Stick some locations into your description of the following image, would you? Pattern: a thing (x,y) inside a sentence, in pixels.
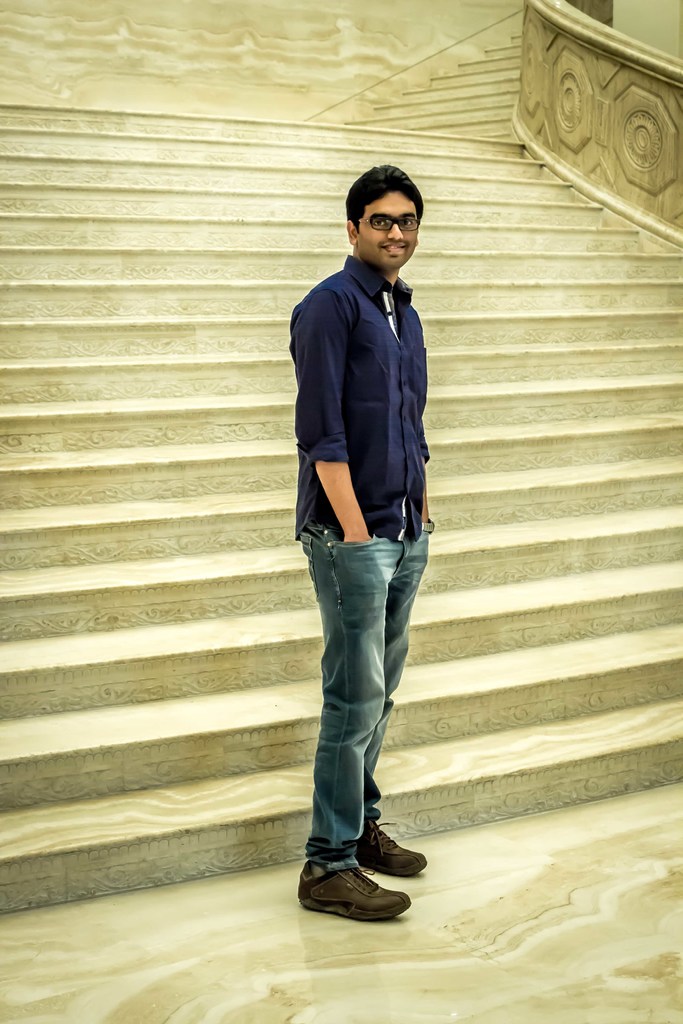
In the middle of the image (405,510) we can see a man (389,433), he is smiling, behind him we can see steps (443,398).
